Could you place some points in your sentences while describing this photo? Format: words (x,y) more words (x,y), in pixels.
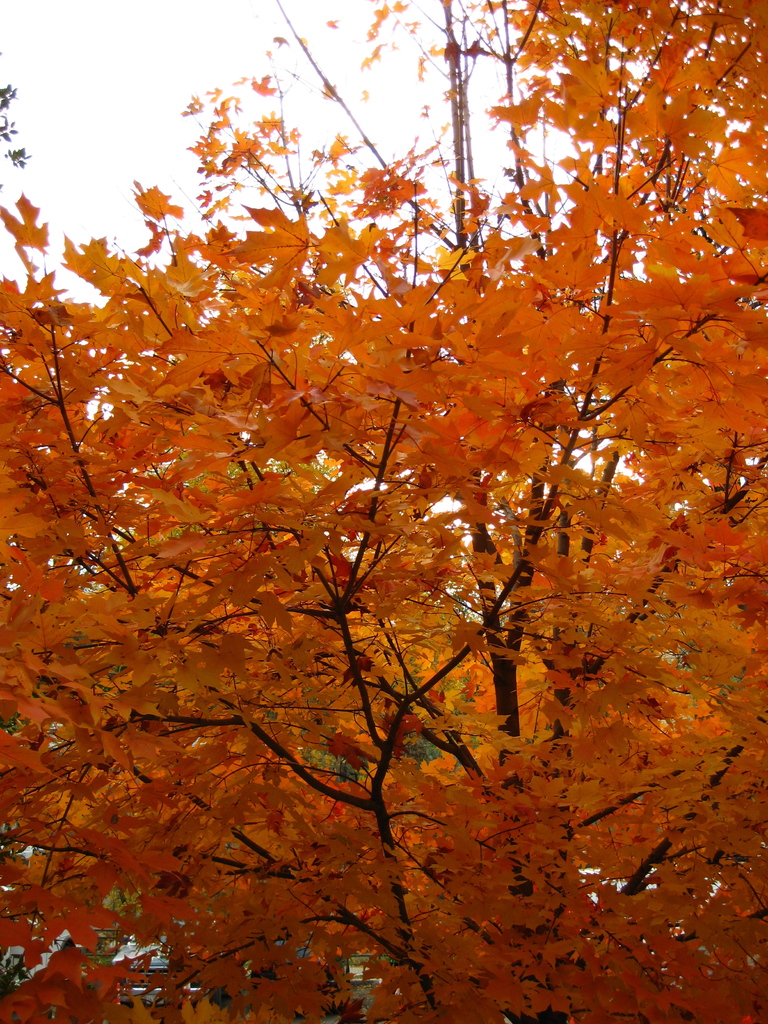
In this image there are trees (332,662) with orange color leaves (457,347).
